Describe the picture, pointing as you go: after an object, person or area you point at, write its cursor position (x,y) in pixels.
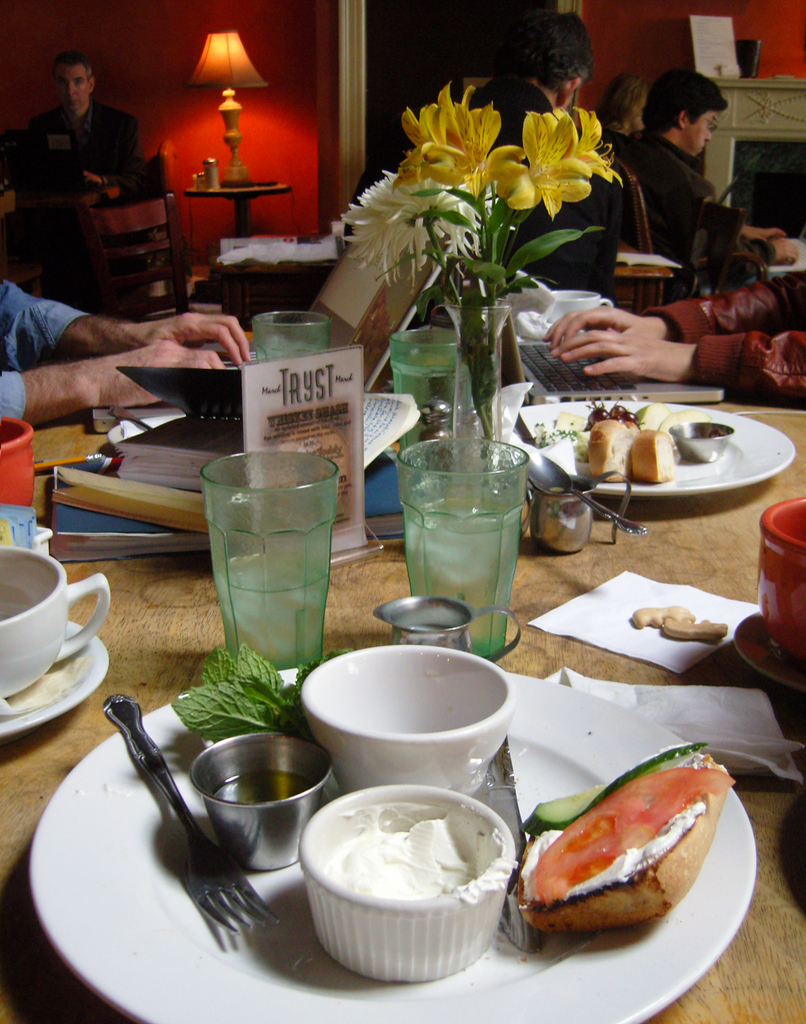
The picture is clicked inside a restaurant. There are many people (76,331) sitting on the tables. There are plates (709,462), glasses (448,382) and eatables (628,806) kept on it. We also see a beautiful yellow color flower (562,157) on the table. In the background (324,100) there is a red color wall (267,50) with a lamp (243,45).
